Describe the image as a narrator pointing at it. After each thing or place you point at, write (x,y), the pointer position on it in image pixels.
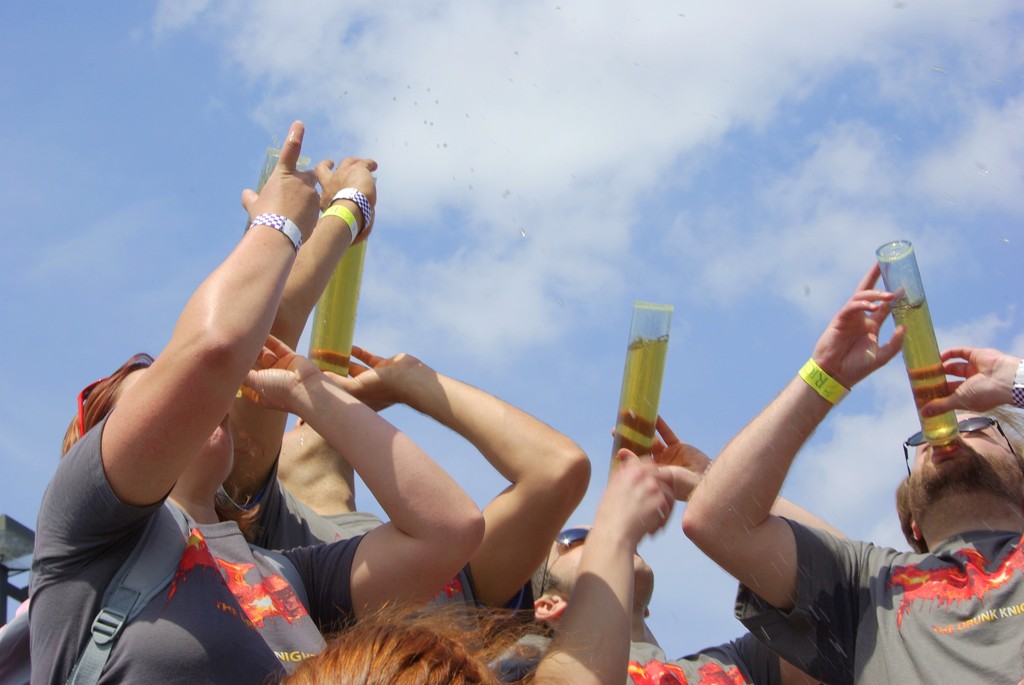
In this image there is the sky (575,85) towards the top of the image (547,95), there are clouds (515,104) in the sky (514,72), there are three men (629,562) towards the bottom of the image (409,520), there is a woman (223,567) towards the bottom of the image (206,541), there are holding an object (905,350), they are drinking, there is an object (11,537) towards the left of the image (19,548), there is a woman (33,611) wearing a bag (115,610), there is a person's hair (381,647) towards the bottom of the image (383,655).
